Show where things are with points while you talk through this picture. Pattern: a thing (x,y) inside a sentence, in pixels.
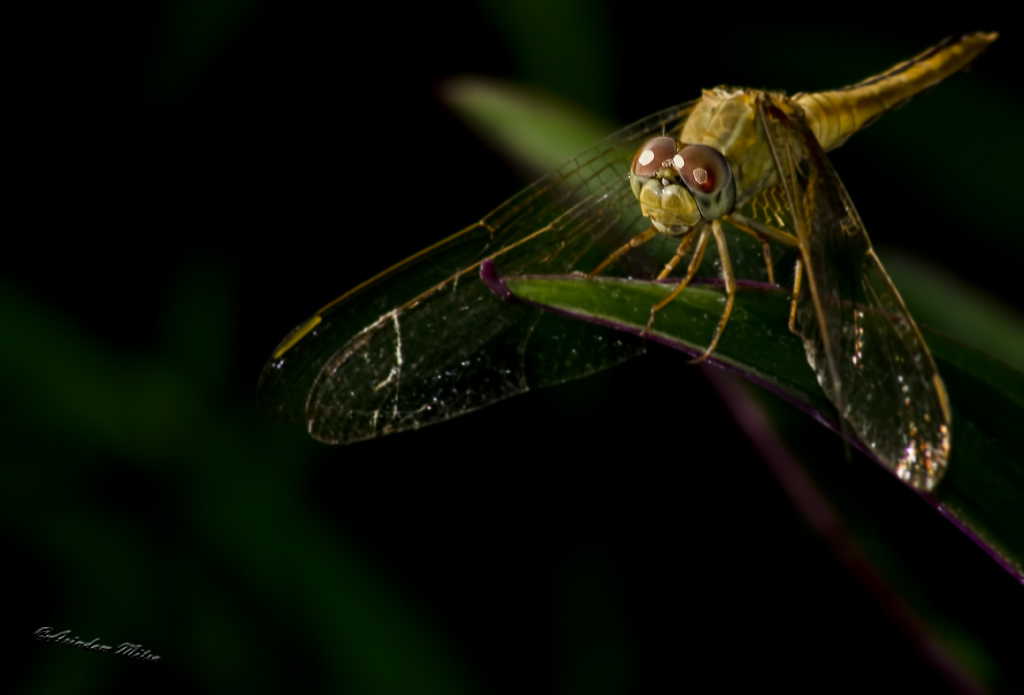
In this picture I can see a dragonfly (612,362) on a green leaf (677,344), there is a water mark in the bottom left hand side (145,653).
